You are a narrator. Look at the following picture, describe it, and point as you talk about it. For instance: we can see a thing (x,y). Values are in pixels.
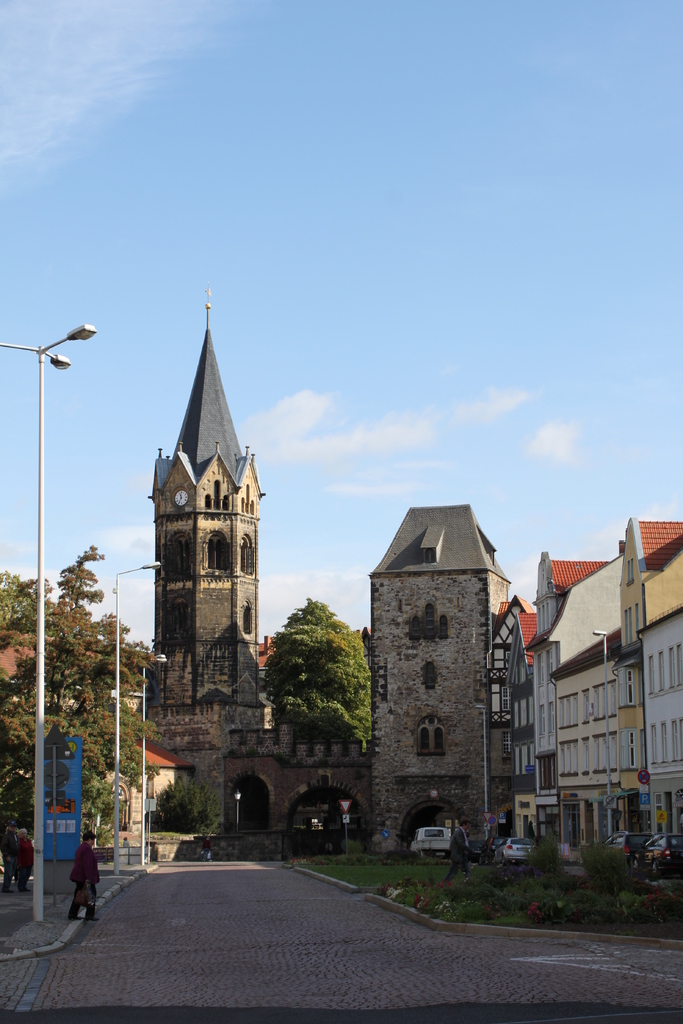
This image consists of many buildings (199,675) and trees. At the bottom (569,991), there is a road (494,969). On the left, we can see a person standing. On the right (652,858), there are vehicles (663,858) parked. At the top (351,190), there is sky (6,506).
